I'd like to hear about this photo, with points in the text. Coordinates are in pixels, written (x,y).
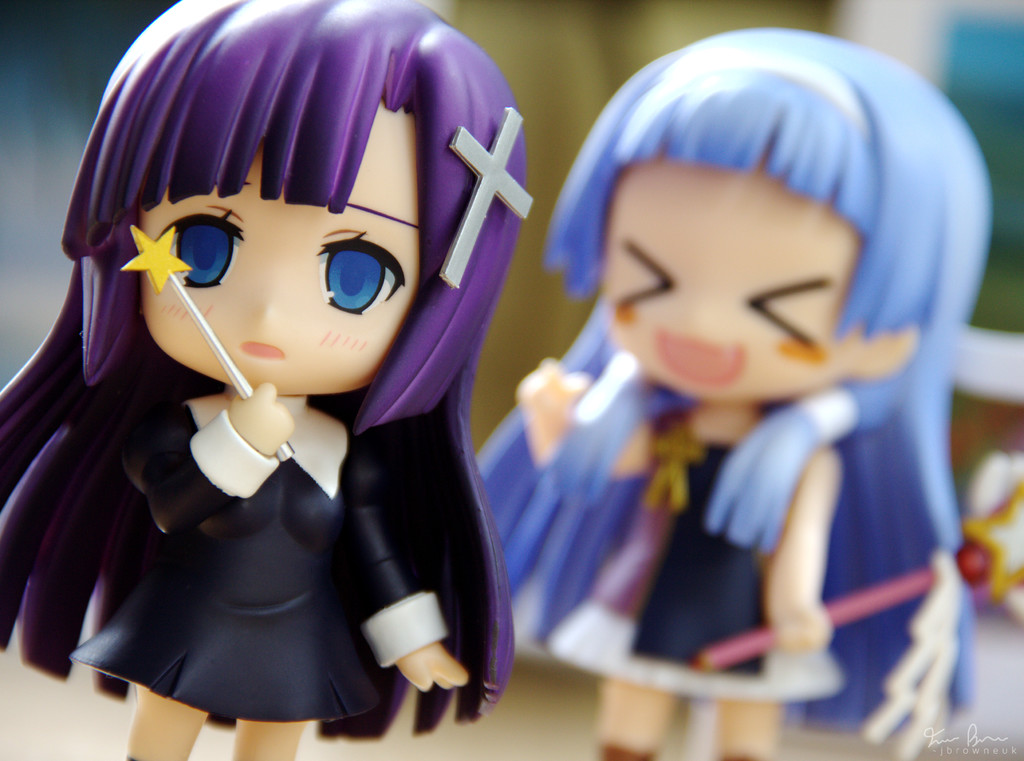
In this image we can see two dolls (662,409). There is a blur background (566,720) in the image.
